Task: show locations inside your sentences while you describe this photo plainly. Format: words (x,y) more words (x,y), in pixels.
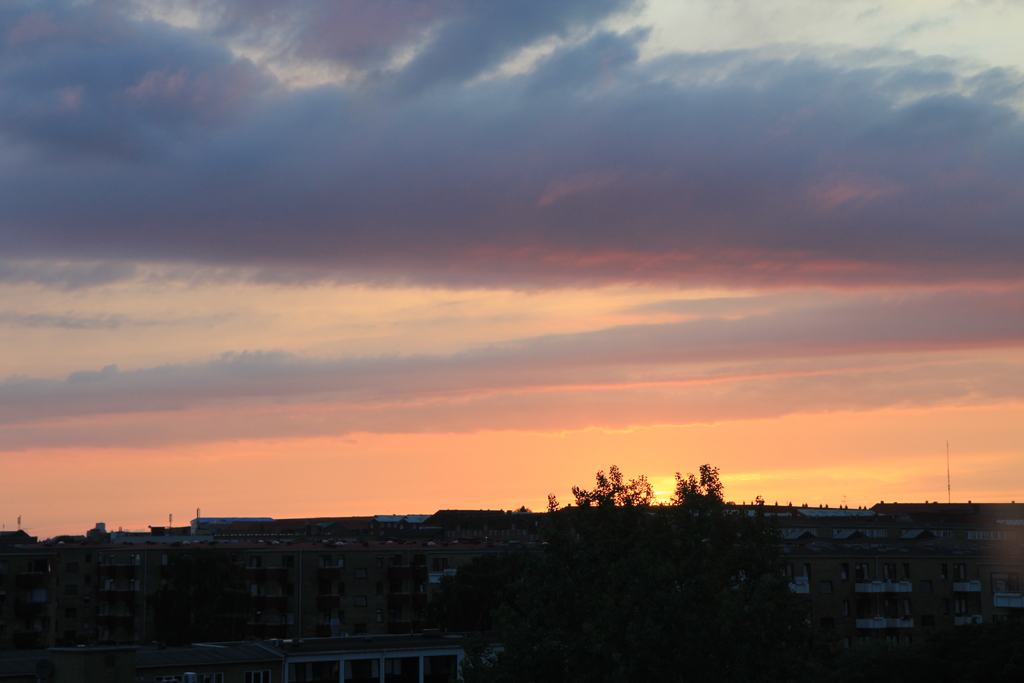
In this picture we can see buildings (360,603) and a tree (594,623) at the bottom (637,596), there is the sky (536,293) at the top of the picture (486,206).
